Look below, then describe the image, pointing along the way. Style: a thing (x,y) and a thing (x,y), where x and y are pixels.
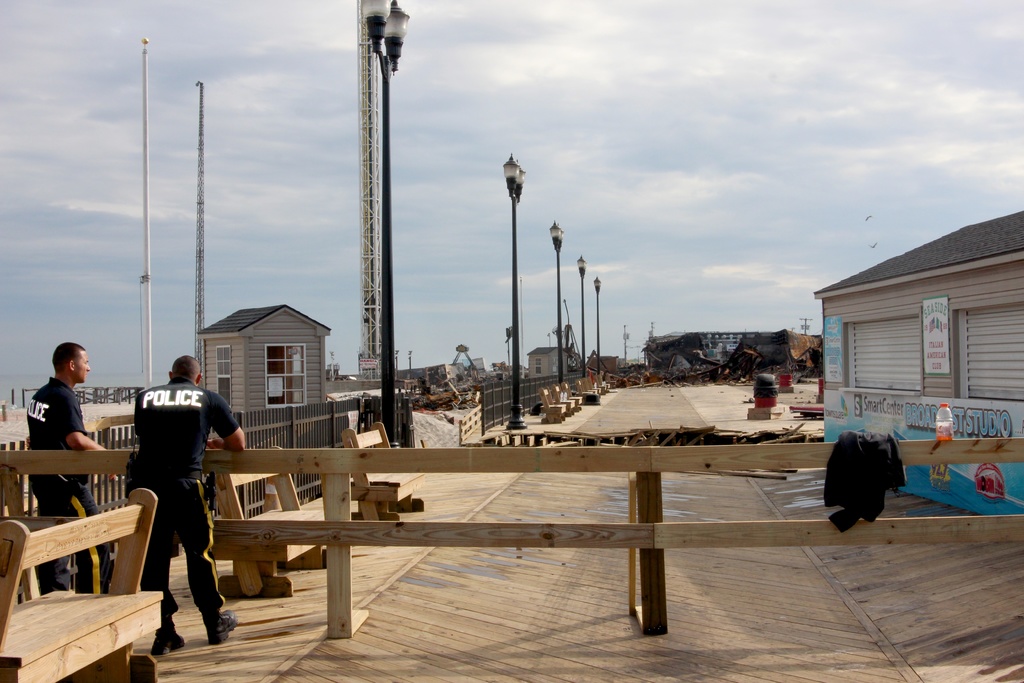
In this image we can see few people (89,446). There are few street lights (394,437) in the image. There is a store (981,284) at the right side of the image (967,323). We can see the painting (903,424) on the wall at the right side of the image (1010,502). We can see the clouds (702,305) in the sky (788,106). There is a house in the image. There is a building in the image. We can see the barriers (983,451) and a fence (1004,457) in the image. We can see few objects (897,448) on the fence (969,454). There are few benches (375,439) in the image.
